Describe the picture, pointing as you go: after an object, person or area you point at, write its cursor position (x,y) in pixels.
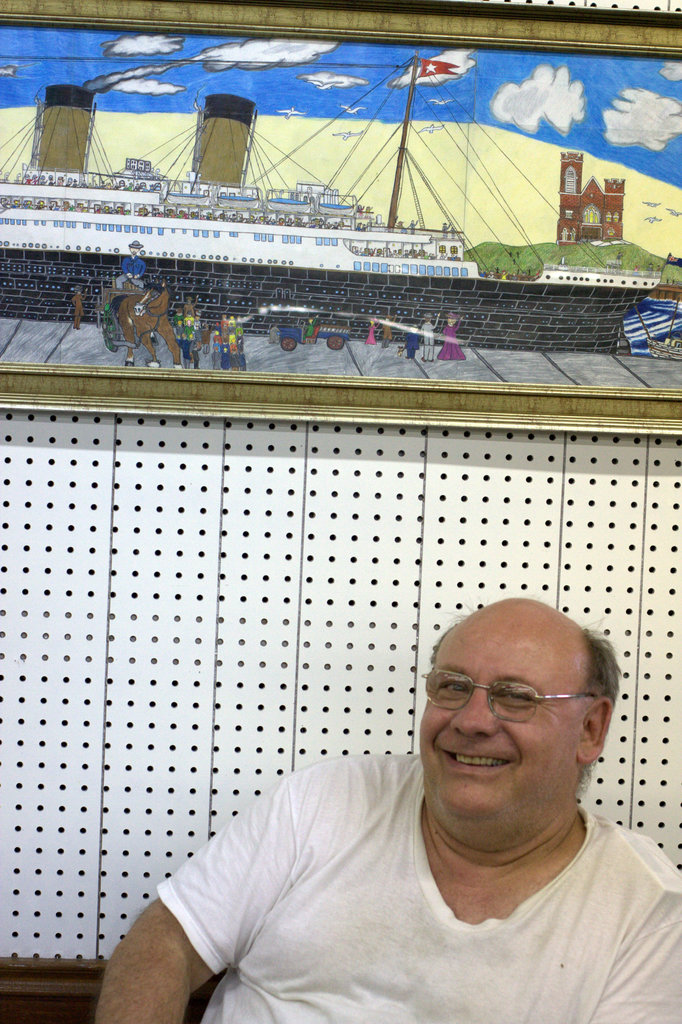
In this image there is a man (129,965), he is wearing white color T-shirt (567,877), in the background (87,500) there is a wall (625,585) to that wall (46,426) there is a painting (29,91).
